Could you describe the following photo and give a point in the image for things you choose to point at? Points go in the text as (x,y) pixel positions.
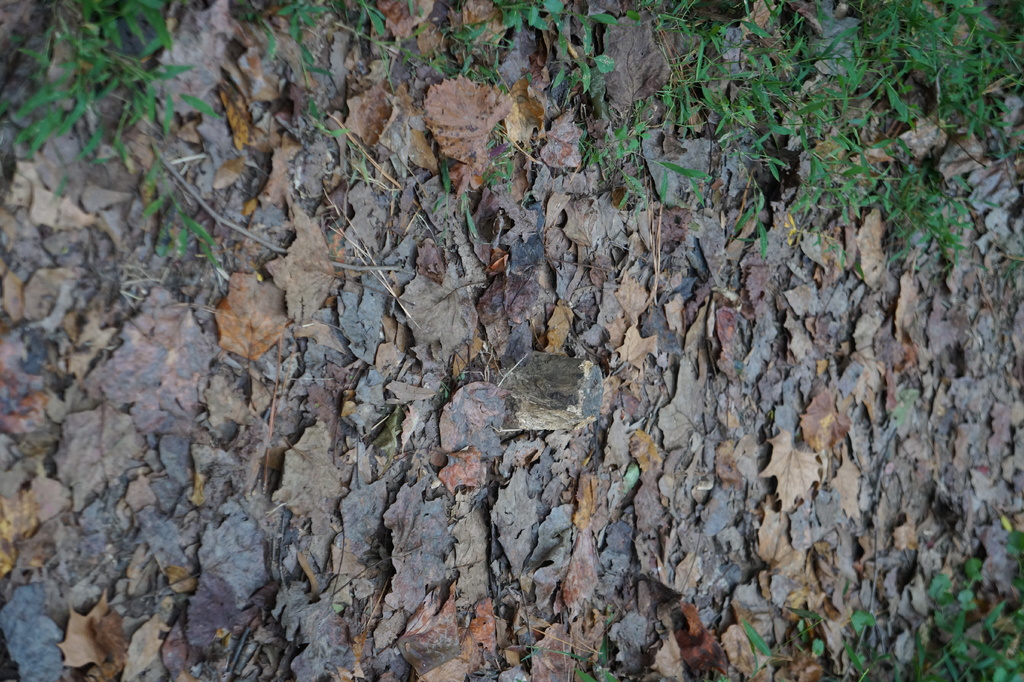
In this image I can see few plants (773,73) in green and I can also few dried leaves (582,326).
